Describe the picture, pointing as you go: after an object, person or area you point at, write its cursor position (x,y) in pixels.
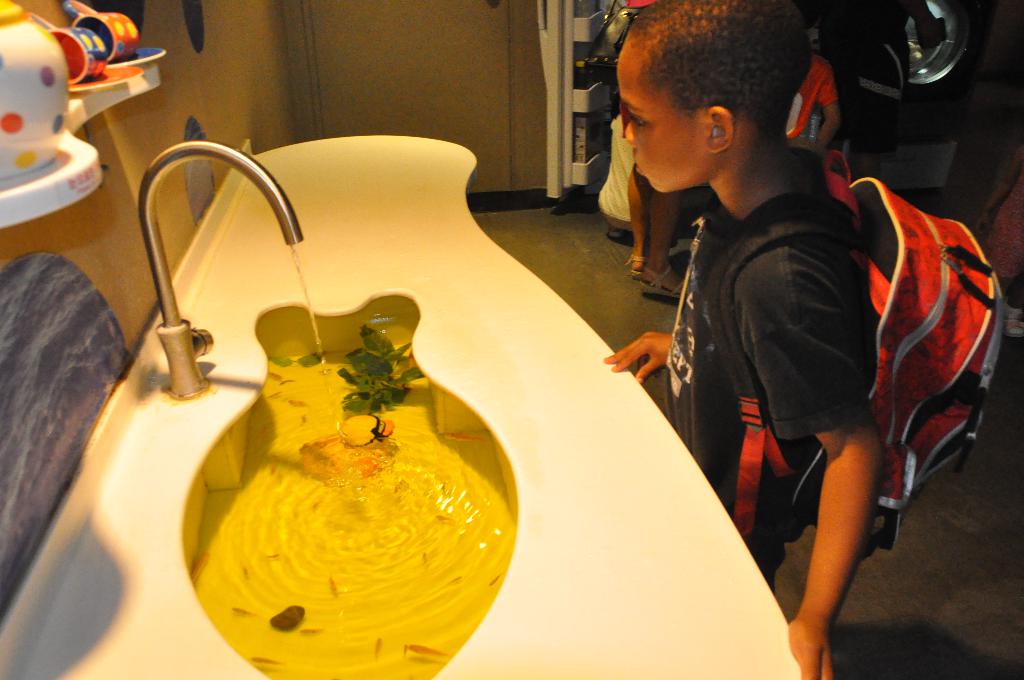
In this image there is a wash basin (556,586) to the wall (79,439). Near to the wash basin (227,361) there is a tap (148,204). The tap (151,180) is open and the water (321,396) is flowing. There is the water (326,545) filled in the wash basin (305,575). To the right (802,364) there are children (675,124) standing. The boy (689,278) in the foreground (791,310) is wearing a backpack (918,314). In the background (351,77) there is a wall (282,38). In the top left (44,179) there is a shelf (56,174). There are cups (74,45) on the shelf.
